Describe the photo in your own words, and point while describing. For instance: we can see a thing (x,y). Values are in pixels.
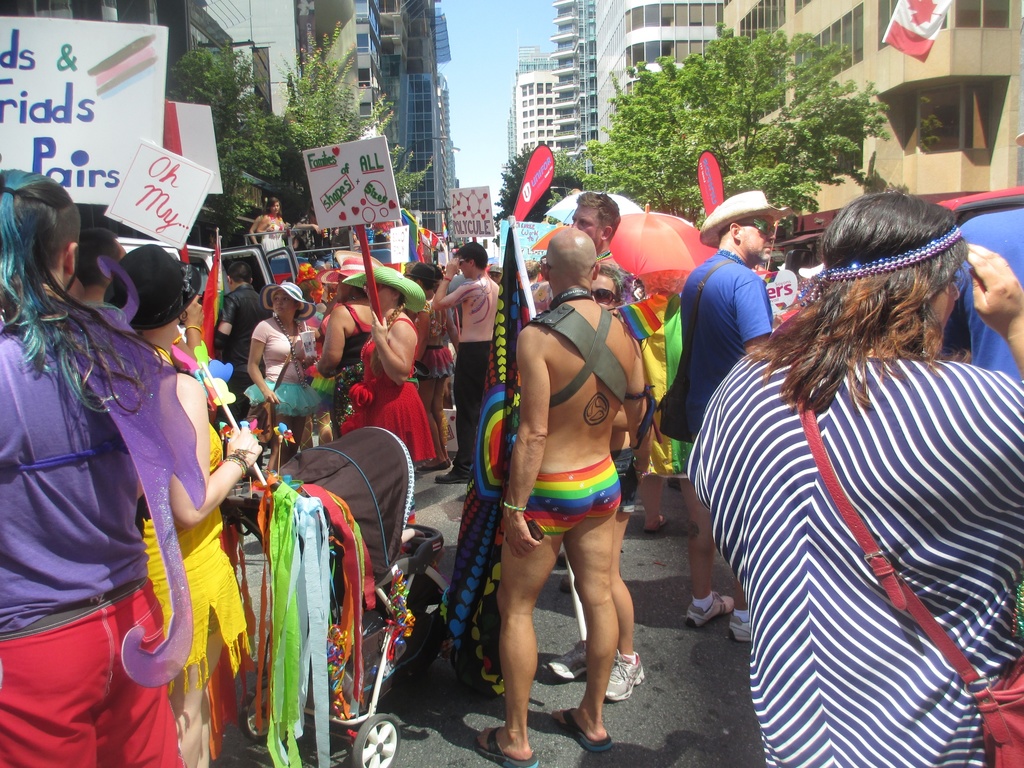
In this image there are a few people (609,557) standing and holding banners (386,180) with some text (152,222) on it and there are few vehicles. On the left (271,81) and right side of the image (914,94) there are buildings (957,109), in front of the buildings (602,43) there are trees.
